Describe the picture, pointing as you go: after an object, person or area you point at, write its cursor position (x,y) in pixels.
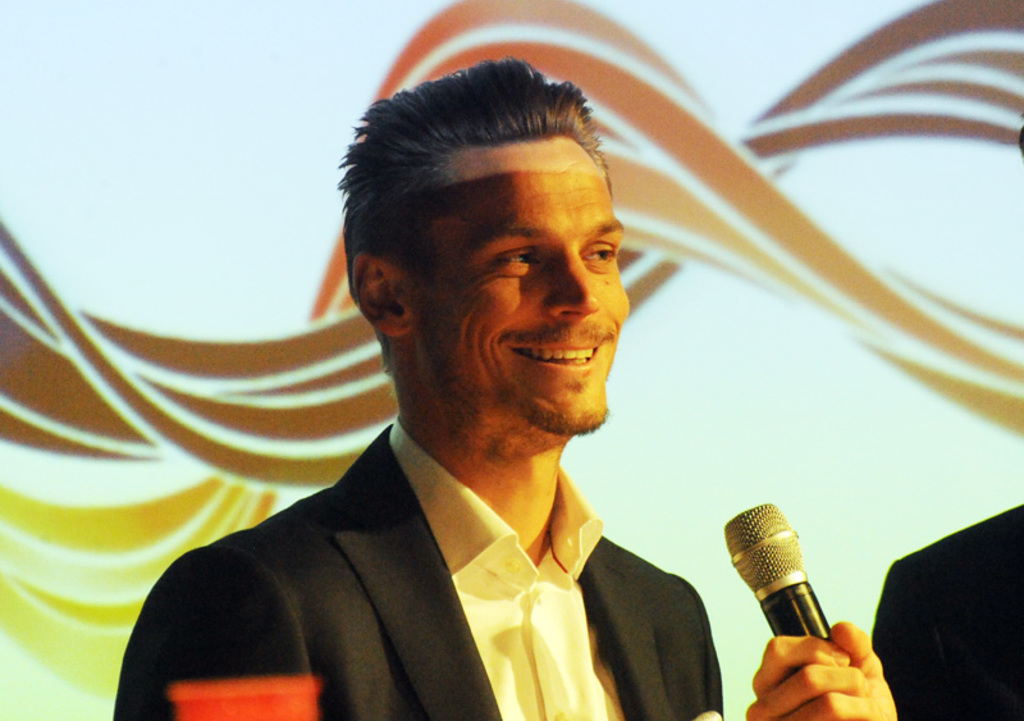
In this picture we can see a man (414,338) he is smiling and another man (809,679) is holding a microphone (767,598) in his hand (871,656).
